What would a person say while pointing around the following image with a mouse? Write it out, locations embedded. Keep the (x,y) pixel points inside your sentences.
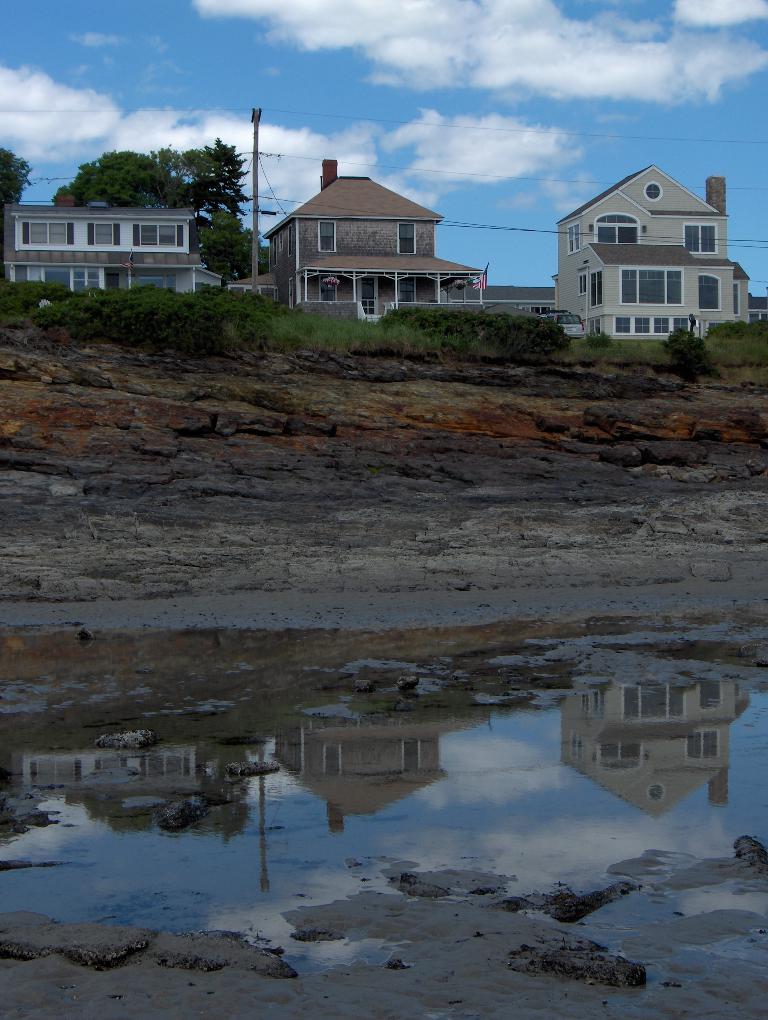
In this image in the background (154,261) there are some houses (650,252), trees (238,170), pole (254,182) and some wires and grass (219,337). At the bottom (182,751) there are some water (429,811), at the top of the image (331,88) there is sky (362,126).
